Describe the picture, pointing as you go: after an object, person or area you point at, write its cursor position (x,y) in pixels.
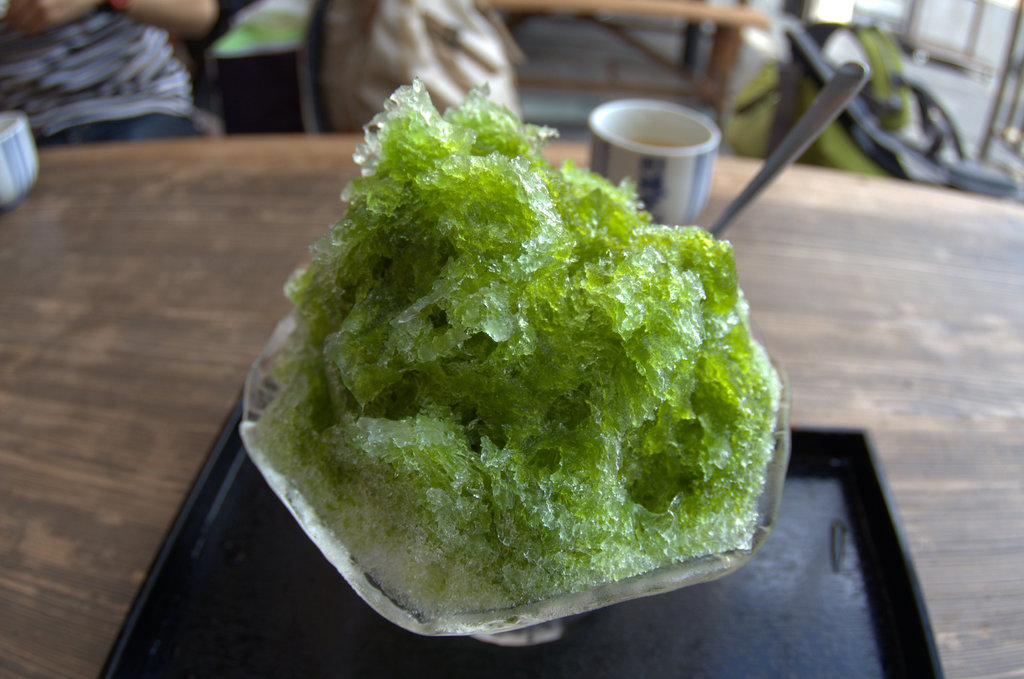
In the image, there is some green color dish (547,307) prepared with ice (525,489) is served in a cup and it is placed on a wooden table (145,319) and the background (405,2) is blur.
